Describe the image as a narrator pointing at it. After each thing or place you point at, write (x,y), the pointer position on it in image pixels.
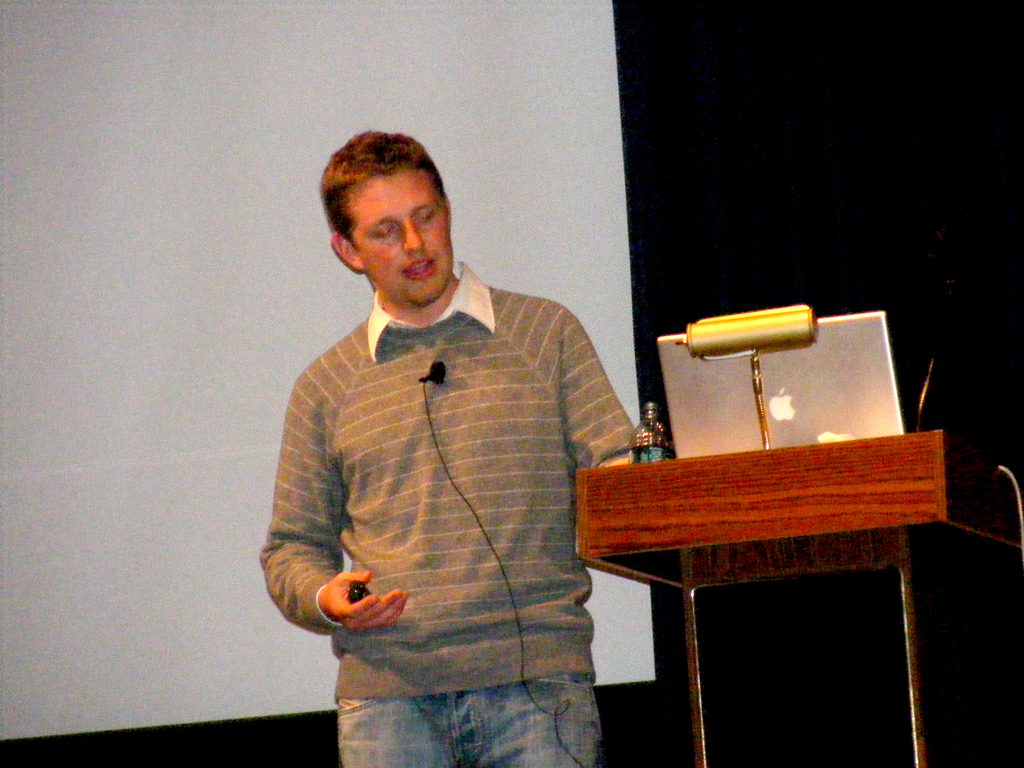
In the center of the image (543,440) there is a man (435,251) standing. We can see a mic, next to him there is a podium (908,712) and we can see a bottle (652,438) and a laptop (739,416) placed on the podium (762,504). In the background (471,6) there is a screen (164,251).
